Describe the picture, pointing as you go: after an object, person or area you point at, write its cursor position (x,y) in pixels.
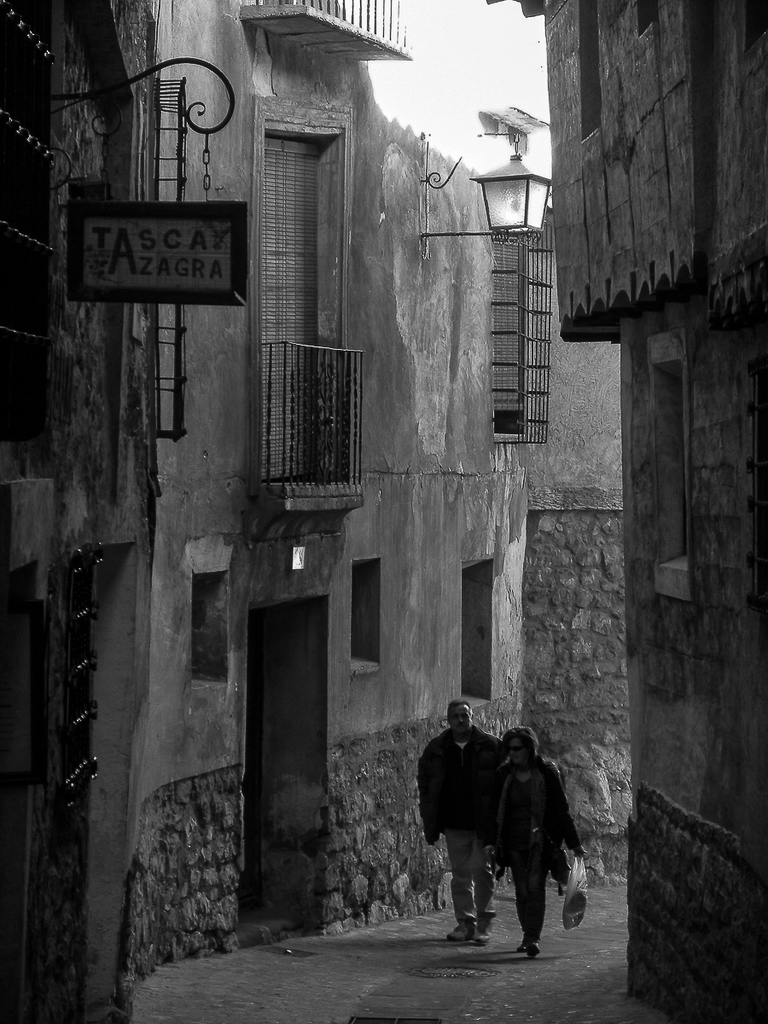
As we can see in the image there are buildings (343,399), windows (297,330), door (319,681), two people (426,813) walking, street lamp (522,178) and sky (464,103).
